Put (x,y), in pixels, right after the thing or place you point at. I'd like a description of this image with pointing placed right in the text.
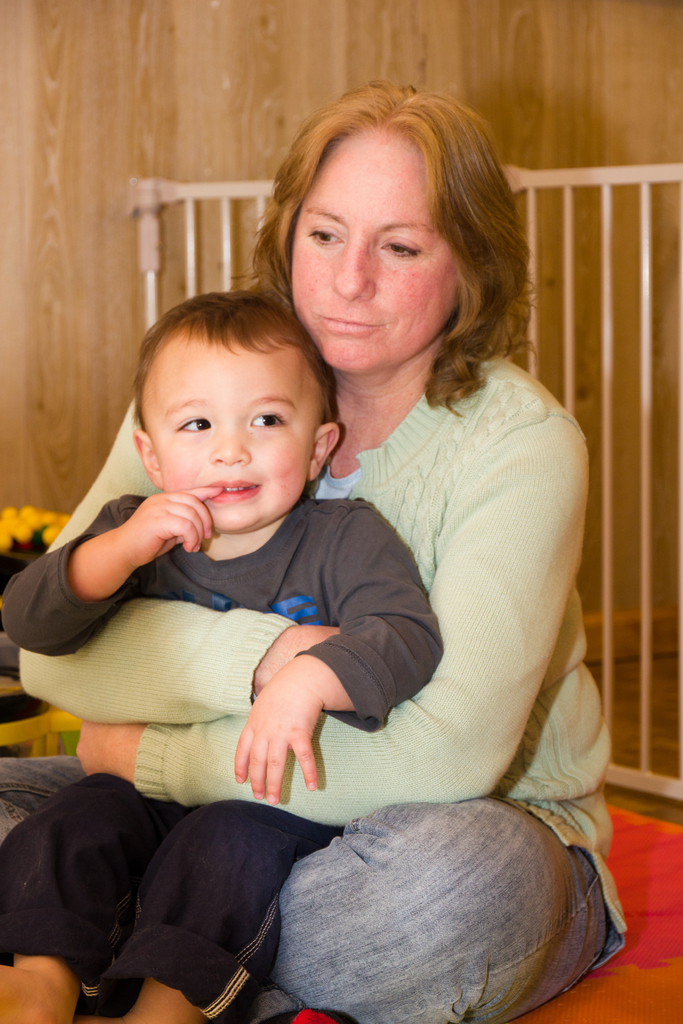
In this image there is a woman (465,586) who is sitting on the floor (622,988) by holding the kid (274,600). In the background (610,325) there is a railing (603,373). Behind the woman (426,299) there is a wall (128,129).
